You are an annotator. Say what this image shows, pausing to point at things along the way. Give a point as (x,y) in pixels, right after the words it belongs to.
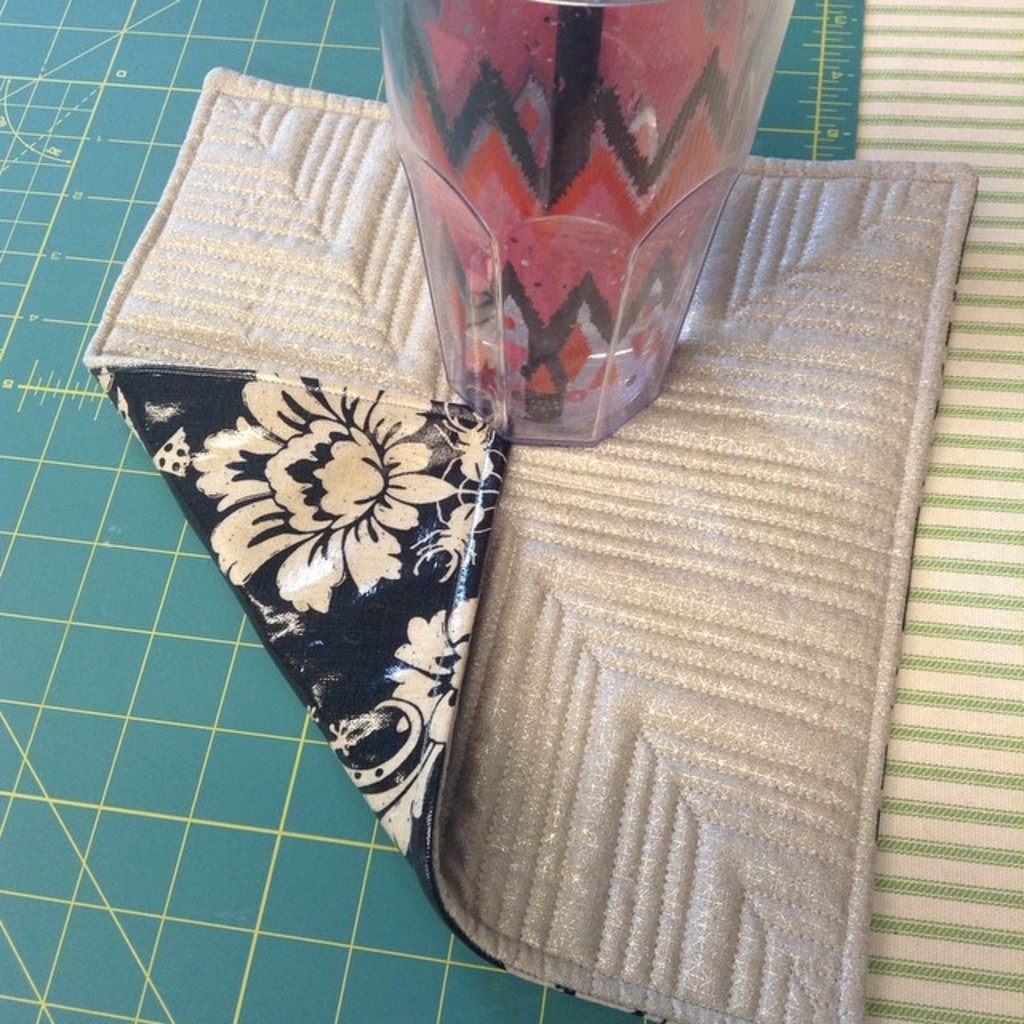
At the bottom of the image (160,909) there is an object (167,908) with checks (177,799) and a few measurements (825,51) on it. This object (795,70) is green in color. On the right side of the image (954,116) there is a cloth (943,810). In the middle of the image (530,393) there is a glass (498,137) on the napkin (453,489).
